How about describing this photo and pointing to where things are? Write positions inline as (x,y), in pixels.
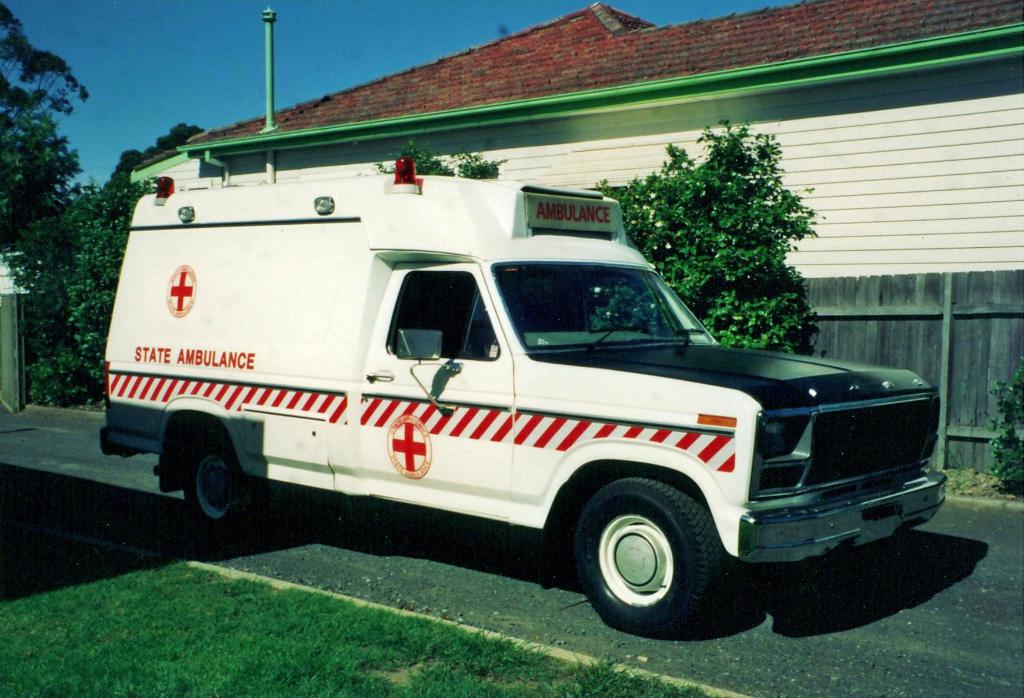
In the center of the image (507,355), we can see a vehicle (376,436) on the road (367,527) and in the background (585,86), there are trees (56,123) and we can see a building (476,112) and a pole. At the top (183,46), there is sky (200,38).
